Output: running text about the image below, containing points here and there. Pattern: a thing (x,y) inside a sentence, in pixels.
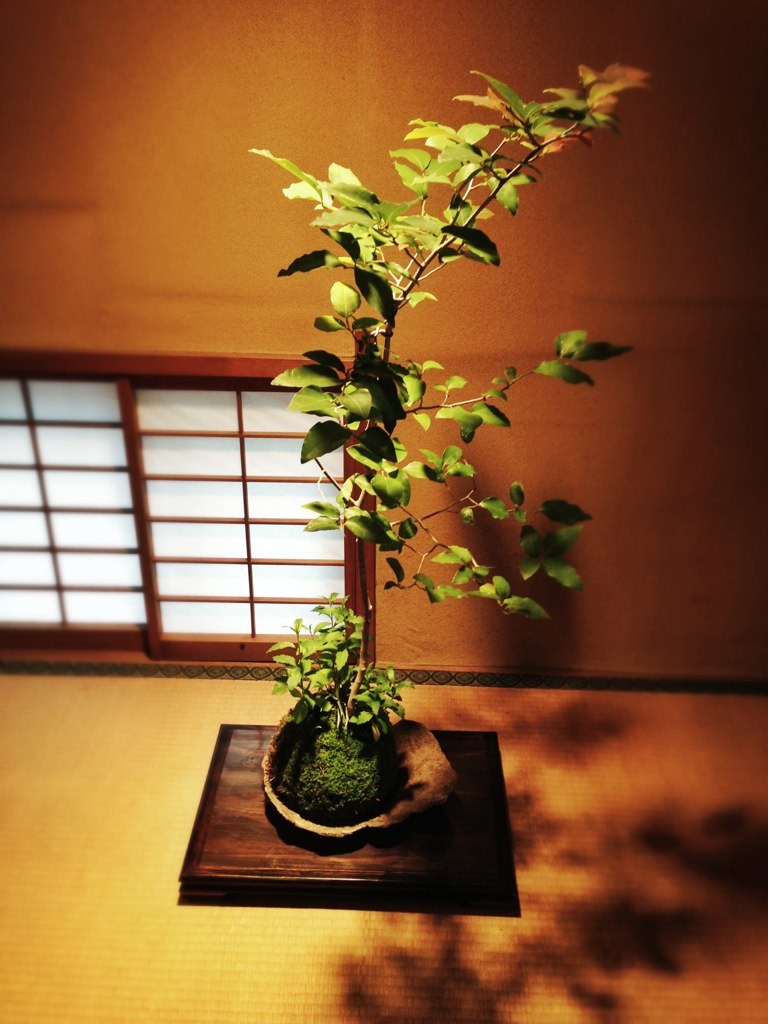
In this image I can see a plant (391,471) in the front (299,758) and on the ground (680,1015) I can see a shadow (744,906). On the left side of this image (106,436) I can see a window (295,509).
